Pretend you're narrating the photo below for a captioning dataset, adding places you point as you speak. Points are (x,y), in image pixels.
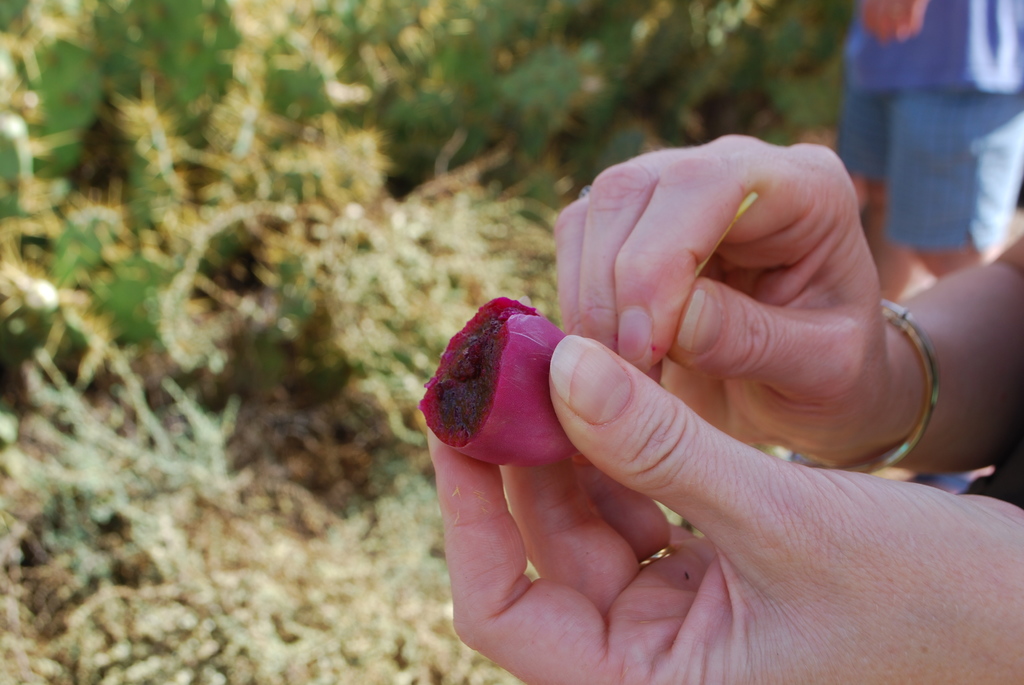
In this image in the front (674,415) there is an object (533,401) which is red in colour which is in the hand (614,456) of the person (877,418). In the background (575,185) there are plants (256,138) and there is a person (863,127) and there is a dry grass (324,260).
